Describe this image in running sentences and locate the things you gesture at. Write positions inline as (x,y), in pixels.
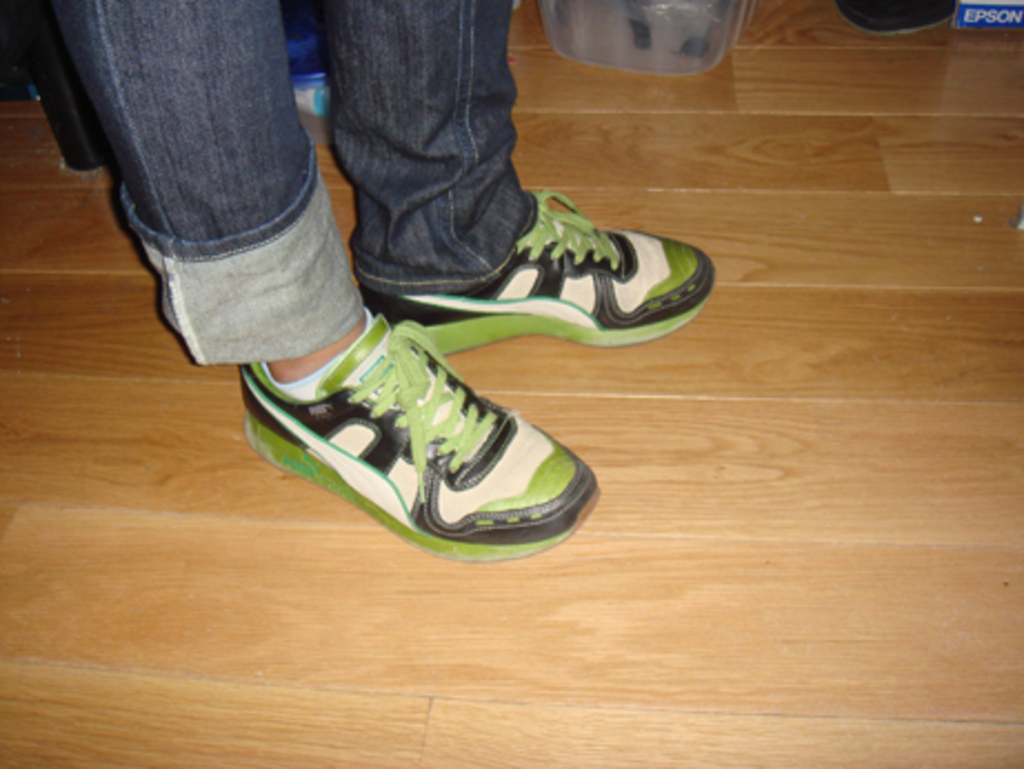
We can see a person legs (375,211) with shoes (429,355) on a wooden floor (579,547). Also there are some items (905,15).
